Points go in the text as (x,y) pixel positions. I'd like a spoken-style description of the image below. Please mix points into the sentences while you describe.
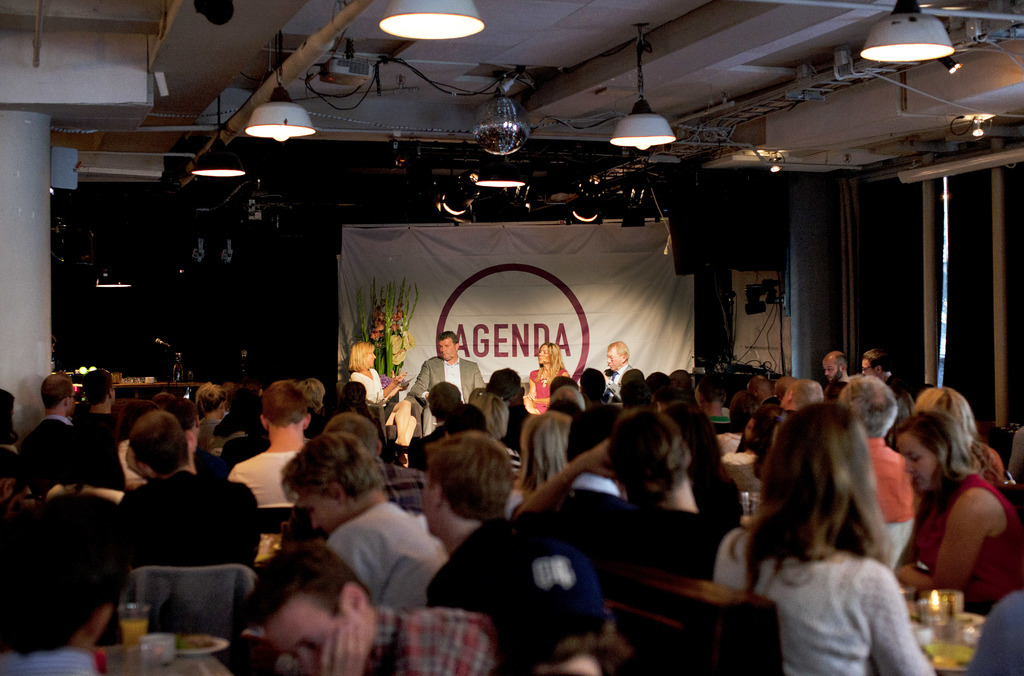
In this image we can see men (39,451) and women (743,579) are sitting on the chairs (203,571). We can see tables (172,670) in front of them. In the background of the image (618,360), we can see two men (455,365) and two women (362,380) are sitting. Behind them, banner (399,273) and flowers (394,316) are there. At the top of the image (913,47), we can see lights (267,119) are attached to the roof (586,115). There is a pillar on the left side of the image (44,354).
